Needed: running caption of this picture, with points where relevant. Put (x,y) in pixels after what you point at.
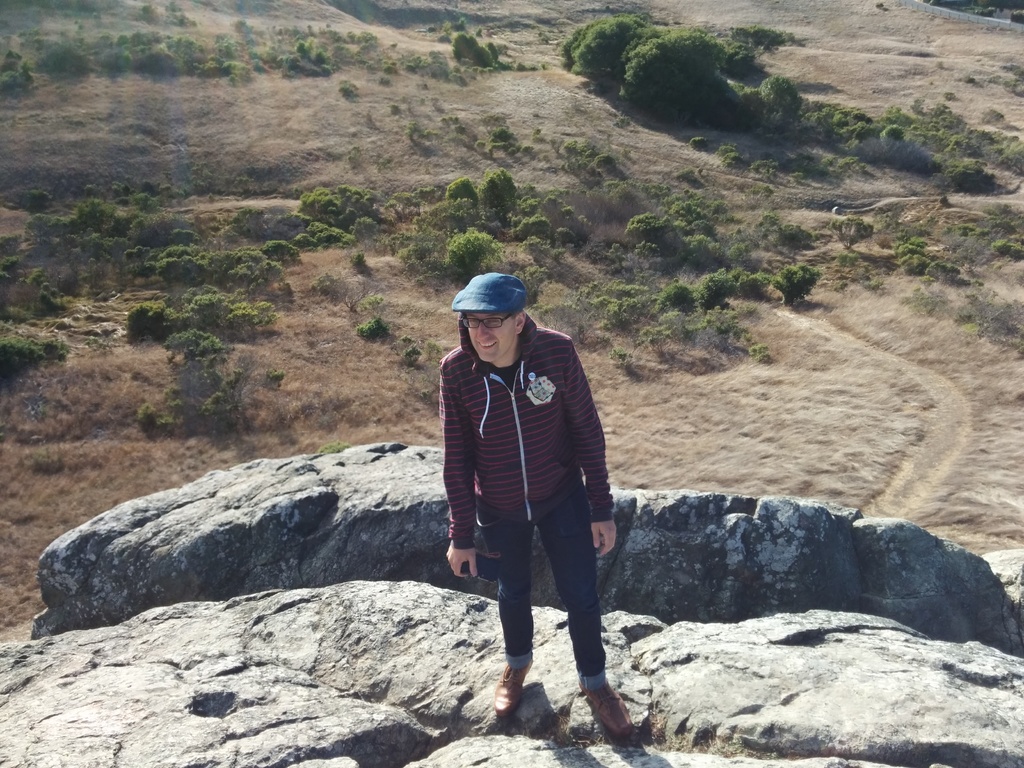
In this picture there is a man (577,394) in the center of the image (573,504), on the rock (645,763) and there are plants (599,186) in the background area of the image (470,162).
